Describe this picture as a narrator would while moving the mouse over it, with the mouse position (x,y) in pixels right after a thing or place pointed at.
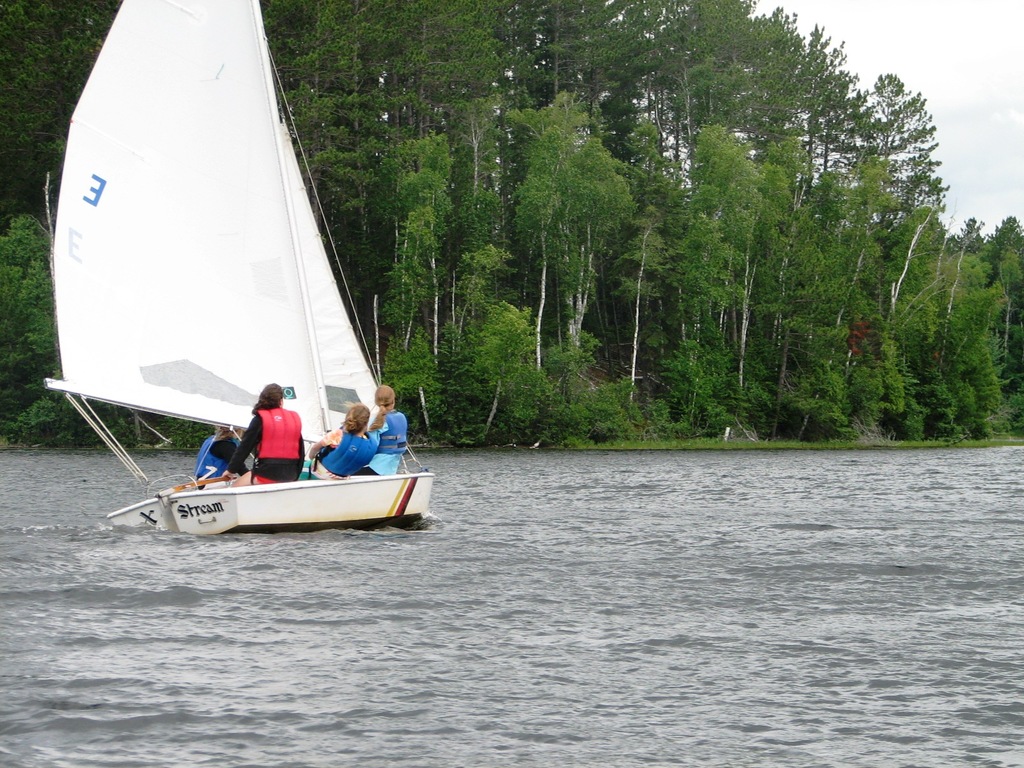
On the left side (314,396), there are persons (355,442) in a white color boat (194,417), which is on the water (804,554). In the background (865,240), there are trees (821,233), plants (903,401) and there are clouds (897,46) in the sky (834,45).
